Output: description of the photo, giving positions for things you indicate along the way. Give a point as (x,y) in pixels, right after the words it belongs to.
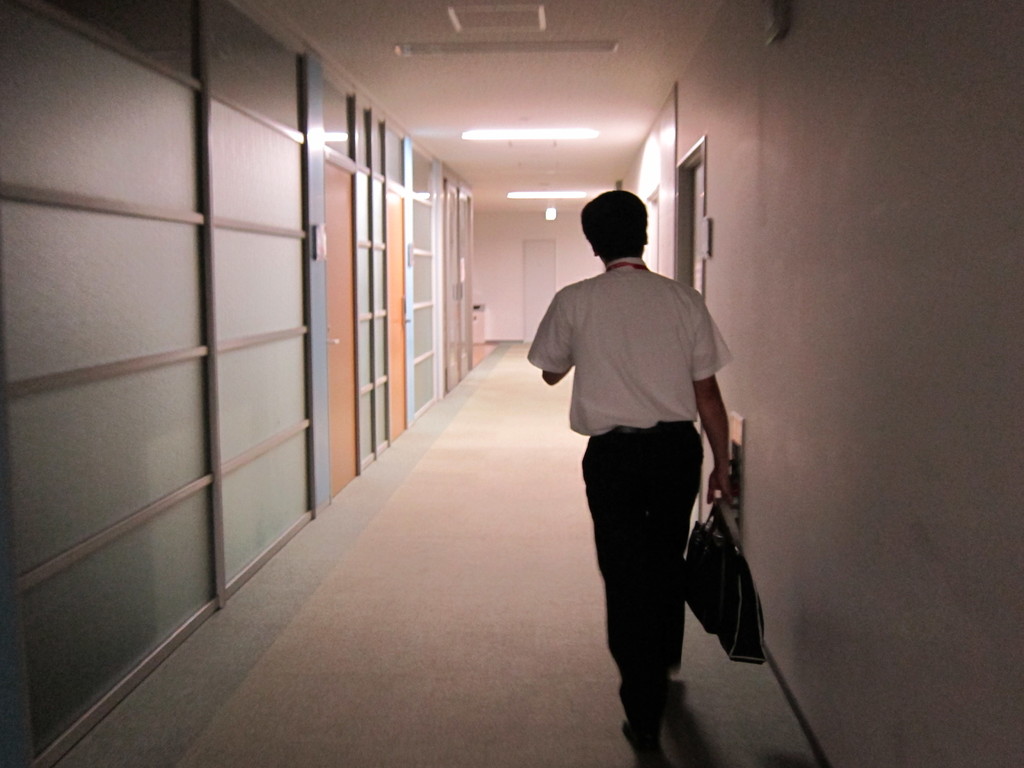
This image is taken indoors. At the bottom of the image (353,624) there is a floor (460,453). At the top of the image (520,79) there is a ceiling (543,126) with lights (572,137). On the right side of the image (711,205) there is a wall (722,185) with doors (695,203) and a man (652,368) is walking on the floor (681,704) and he is holding a bag (702,593) in his hand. On the left side of the image (121,469) there is a wall (293,287) with doors (330,313).
